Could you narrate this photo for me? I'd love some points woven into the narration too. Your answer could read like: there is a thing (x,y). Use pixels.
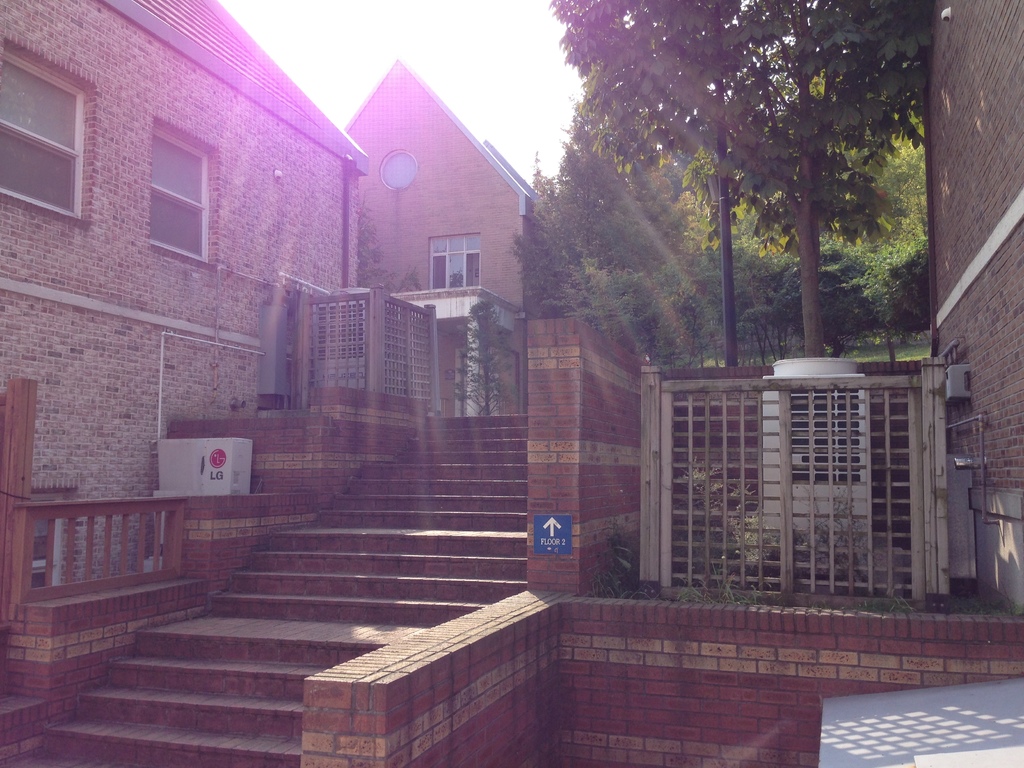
In this image we can see a building (369,211). There are many trees (763,240) in the image. There are few objects (878,542) in the image. There is a board (561,536) on the wall (578,509). We can see the sky (423,42) in the image.
